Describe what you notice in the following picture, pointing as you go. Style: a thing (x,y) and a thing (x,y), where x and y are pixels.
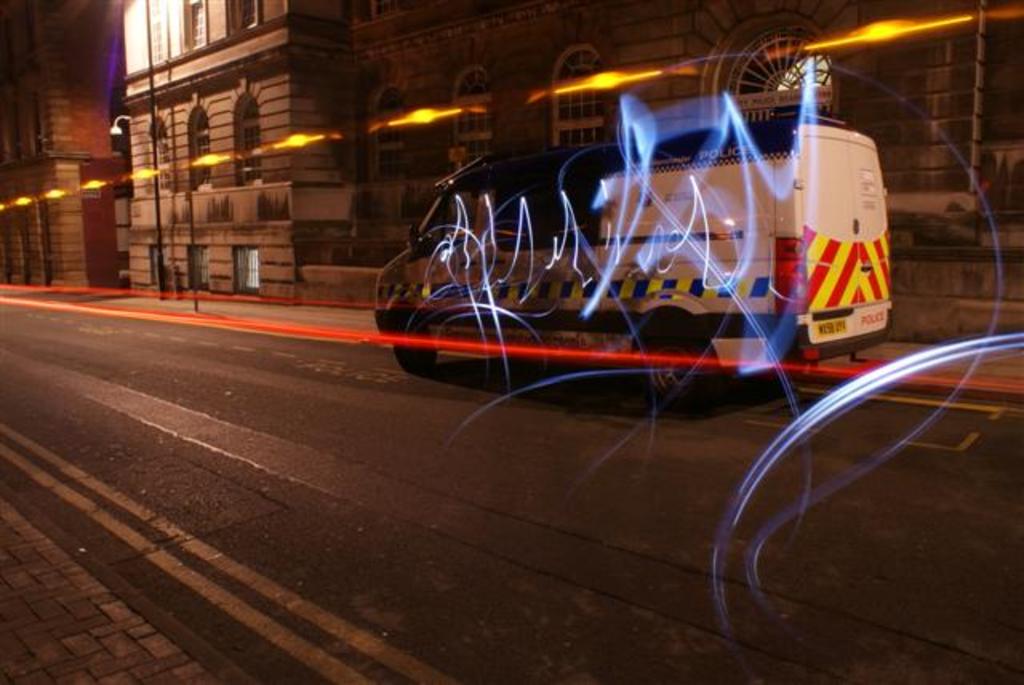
In this image I can see the road (288,489) in front (457,559), on which there is a van (436,207) and I can see the lights (113,308). In the background (282,155) I can see the buildings (46,211) and a pole (153,153).
